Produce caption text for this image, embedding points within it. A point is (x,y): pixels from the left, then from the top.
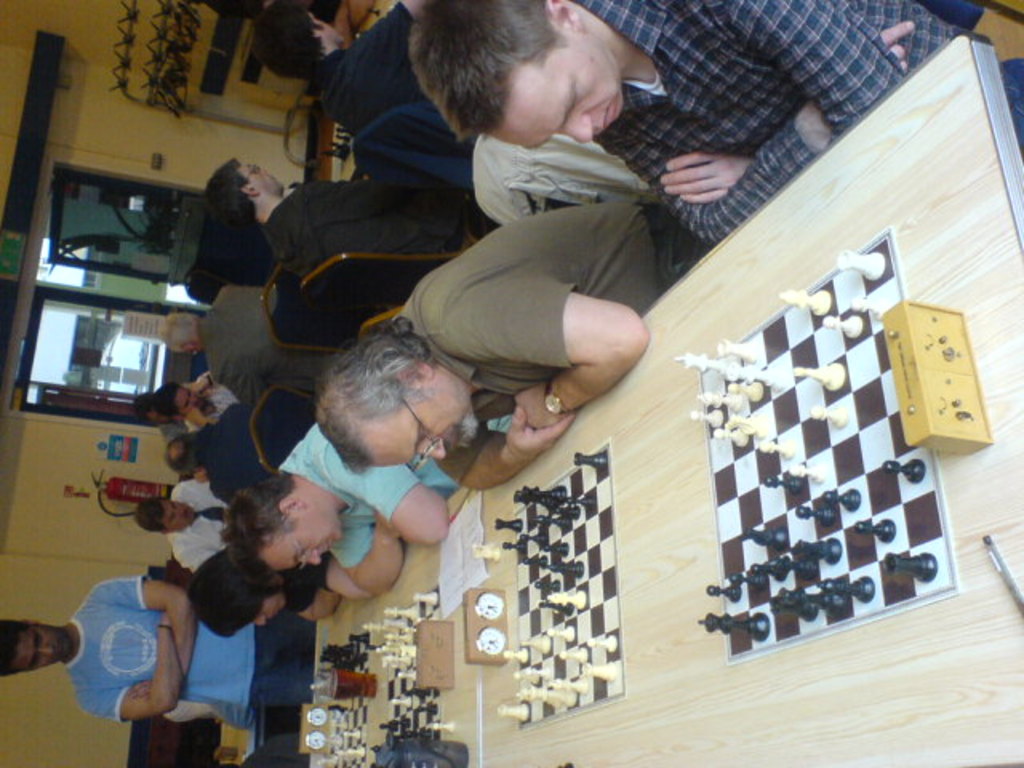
In this image we can see men (409,342) sitting on the chairs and tables (675,551) are placed in front of them. On the tables (667,541) there are chess boards (605,581), chess coins (571,594), stopwatches (503,623) and stationery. In the background (115,448) there are fire extinguisher (132,483) and paper (132,457) pasted on the wall (52,564).
